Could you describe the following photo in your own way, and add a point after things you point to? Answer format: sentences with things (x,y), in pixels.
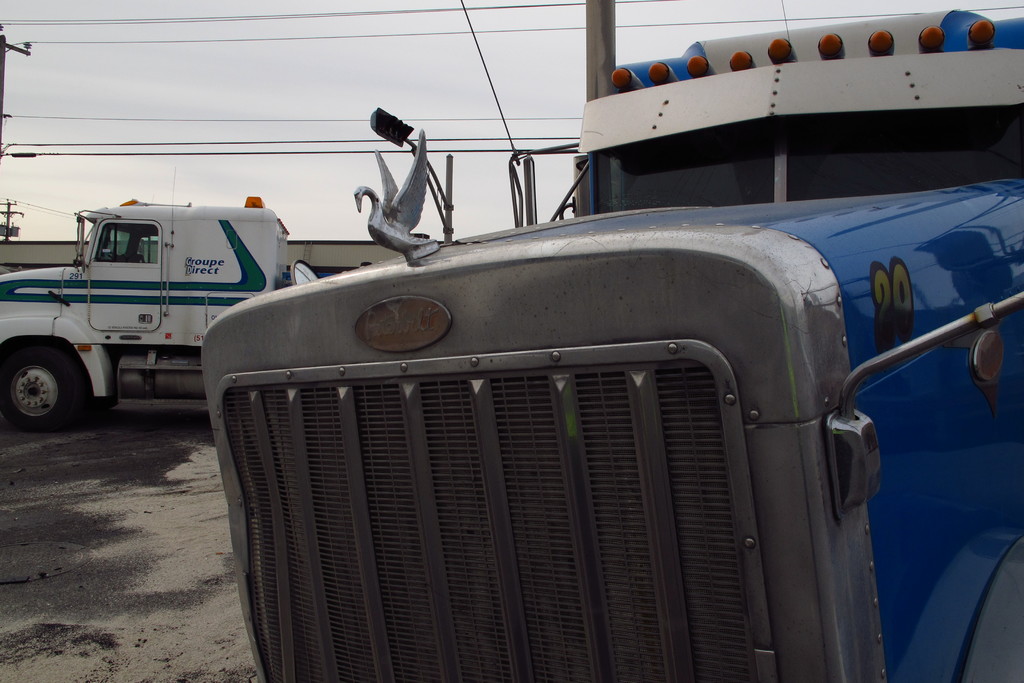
In this picture i can see vehicles (332,383) on the ground (102,605). On the left side (3,162) i can see poles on which wires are attached. In the background (296,119) i can see sky (511,223).
